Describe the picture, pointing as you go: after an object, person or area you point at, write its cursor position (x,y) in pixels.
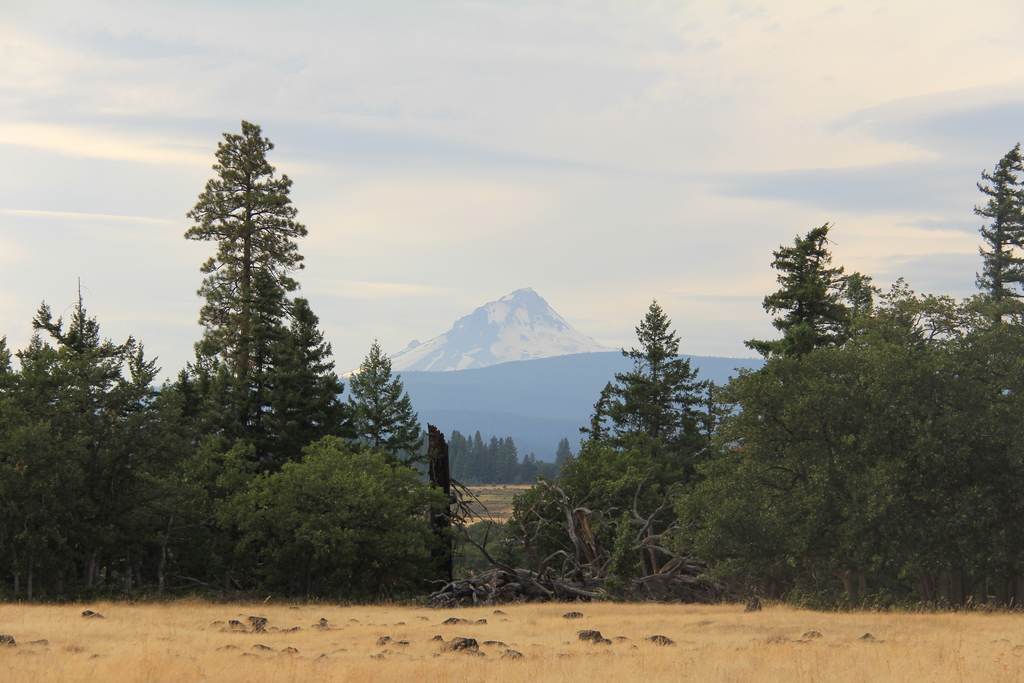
In this picture I can observe some trees (706,518). There are some stones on the bottom of the picture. In the background (444,383) I can observe hills (502,391) and clouds (445,218) in the sky (469,169).
